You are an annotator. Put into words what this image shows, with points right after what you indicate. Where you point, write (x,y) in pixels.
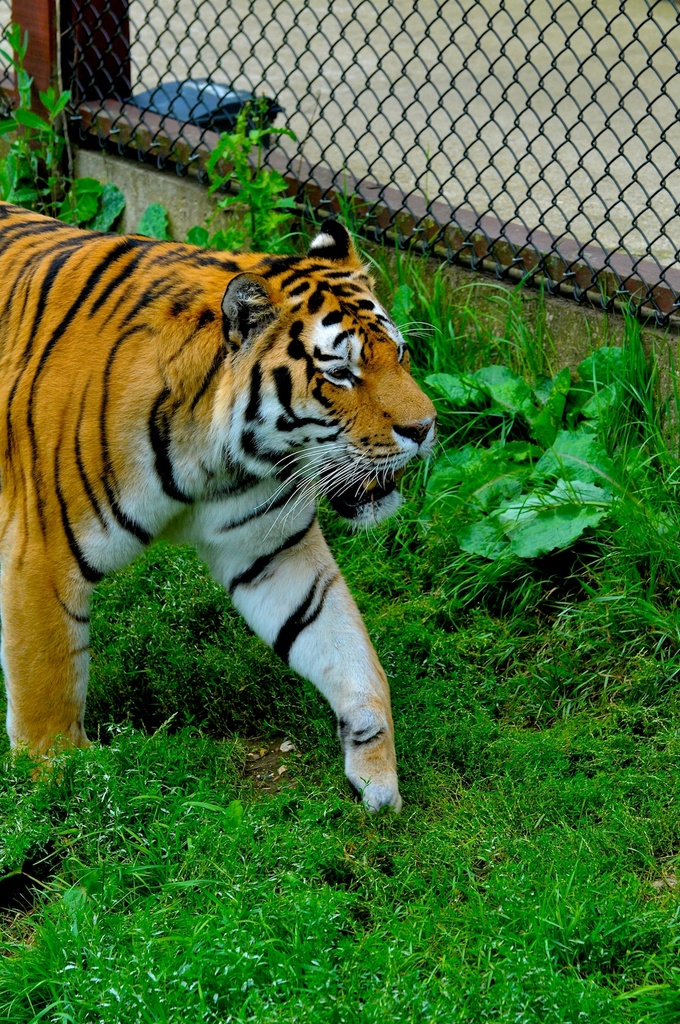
This is the picture of a tiger (308,676) which is on the grass floor (237,782), to the side there is a fencing (273,8) and some plants (563,471) around.
